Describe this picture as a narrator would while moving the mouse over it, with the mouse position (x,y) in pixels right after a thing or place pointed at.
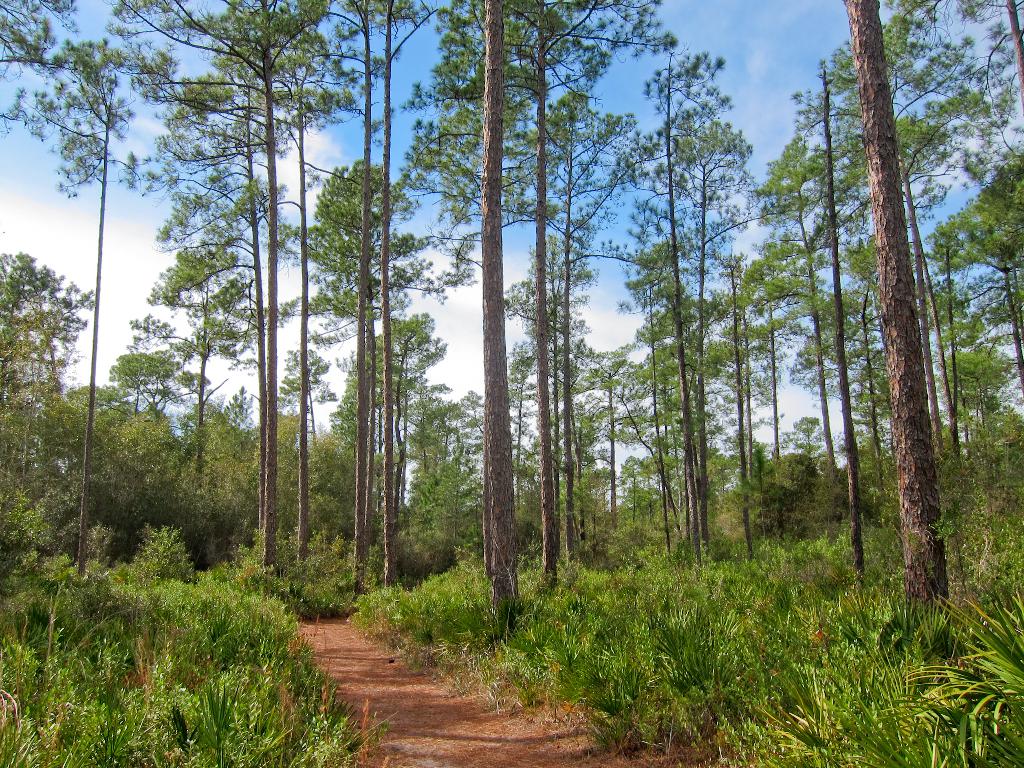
In this image, there are so many trees (7,486), plants (11,583) and a walkway (417,701). In the background (111,307), there is the sky (628,329).
